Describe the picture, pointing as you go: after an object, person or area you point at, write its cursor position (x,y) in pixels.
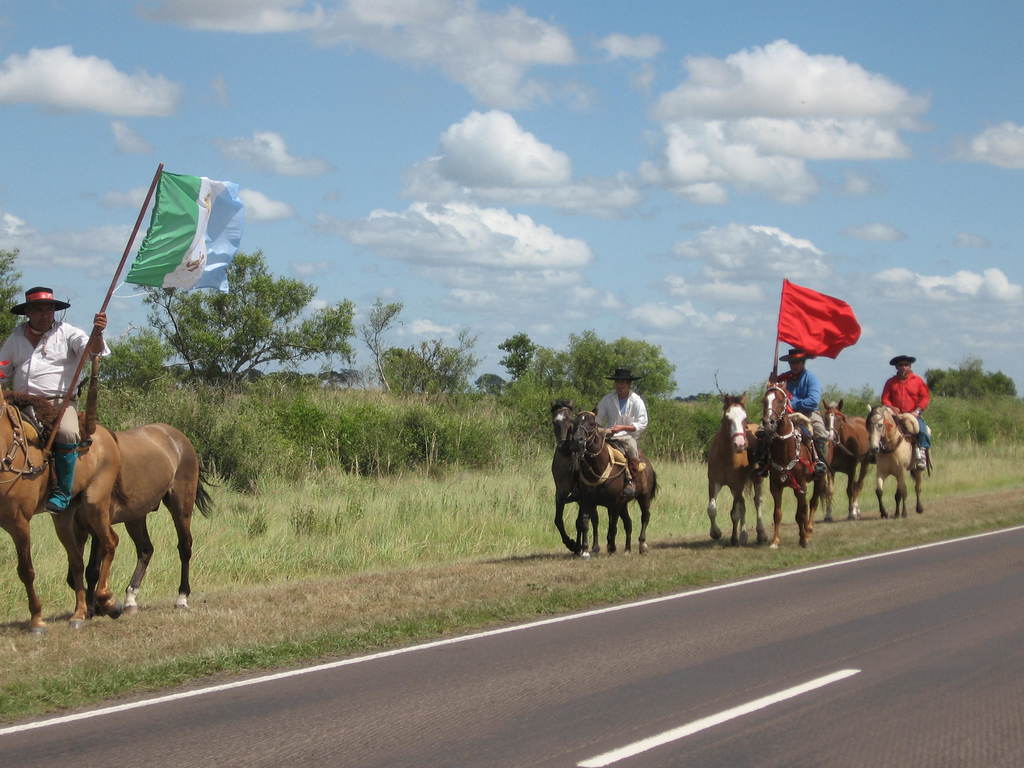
This picture shows few people (616,423) riding horses (807,441) and they wore hats (623,371) on the heads (619,387) and we see trees (140,378) and grass (415,508) on the ground (354,557) and we see a cloudy sky (591,190) and we see few horses (565,439) without riders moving along and we see a road (708,681) on the side.
